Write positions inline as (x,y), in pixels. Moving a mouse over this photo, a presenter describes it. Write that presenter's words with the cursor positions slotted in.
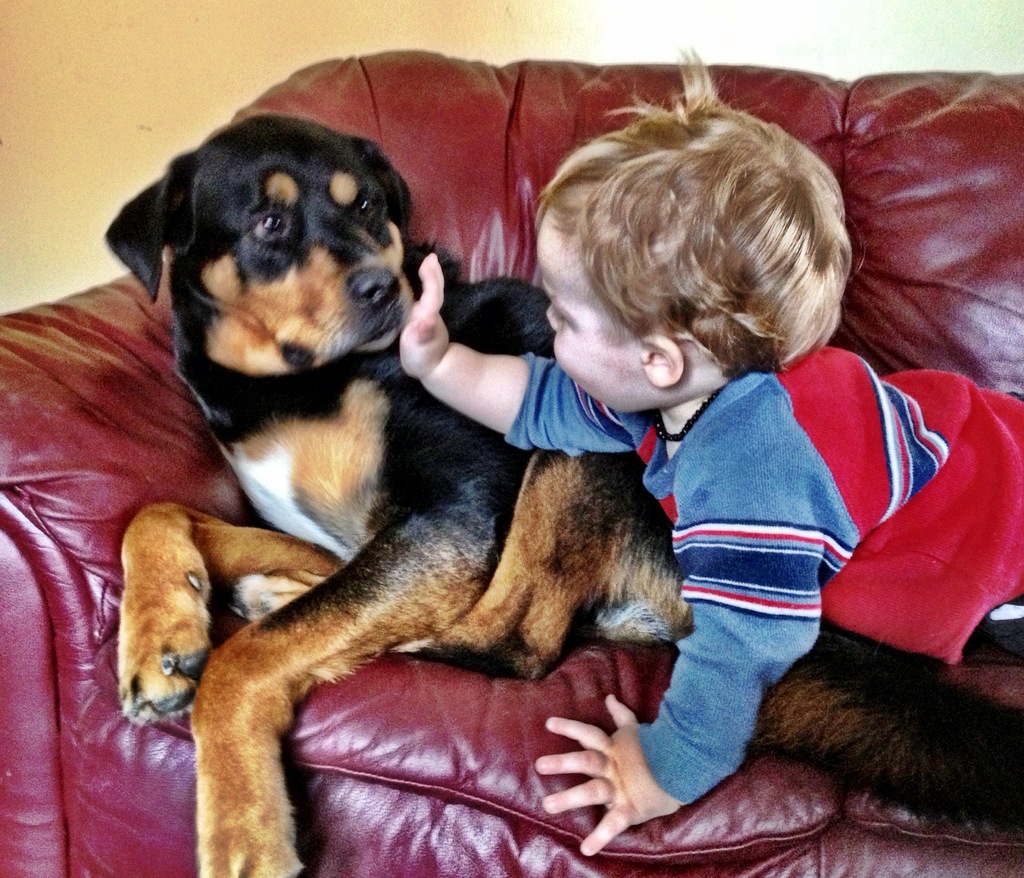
This picture is taken in the room (900,796), There a sofa (52,479) which is in red color on that there is a dog (275,406) which is in black color and a kid (849,518) is lying on the sofa (63,448), In the background (33,123) there is a yellow color wall (422,39).
